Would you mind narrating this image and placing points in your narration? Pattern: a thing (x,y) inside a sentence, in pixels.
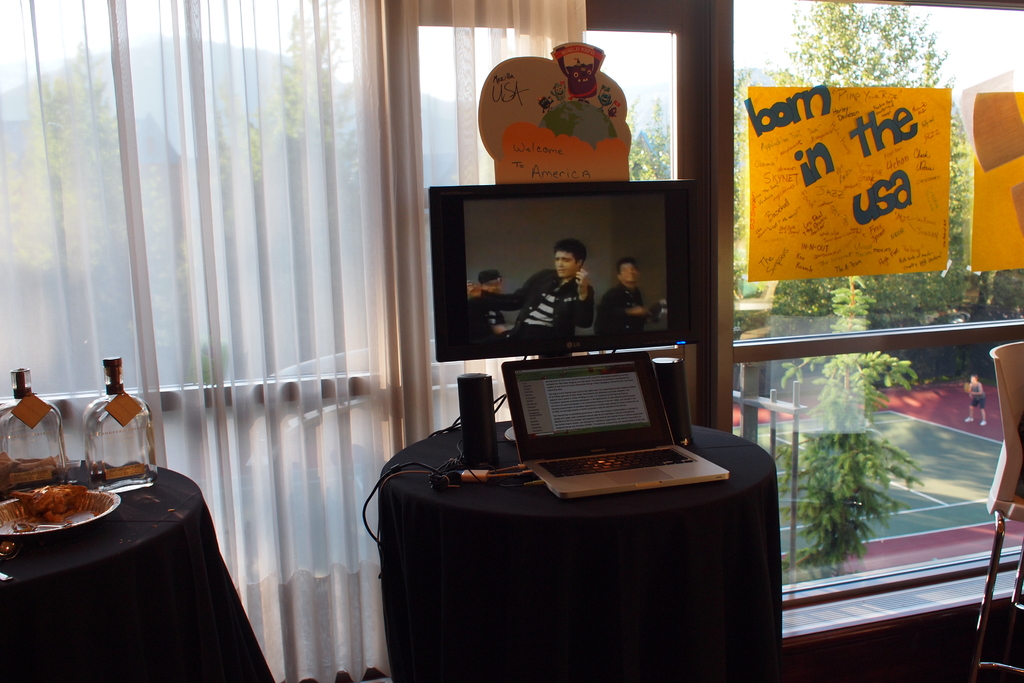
This is an inside view. At the bottom (189,594) there are two tables (75,577) covered with black color clothes (418,573). On the tables (48,569) a laptop (620,472), monitor (572,277), cables (489,476), speakers (475,405), plate (75,513) and bottles (51,460) are placed. On the right side (996,496) there is a chair (991,579). In the background (646,98) there is a glass (774,27) and a door (664,157) through which we can see the outside view. On the left side (152,196), I can see the curtains (229,180). On the right side (901,168) few posters (865,161) are attached to the glass (877,292). On the posters (826,179), I can see some text (776,212). In the outside view there is playing ground (923,422) and many trees (894,291). at the top of the image (959,39), I can see the sky (993,40).
